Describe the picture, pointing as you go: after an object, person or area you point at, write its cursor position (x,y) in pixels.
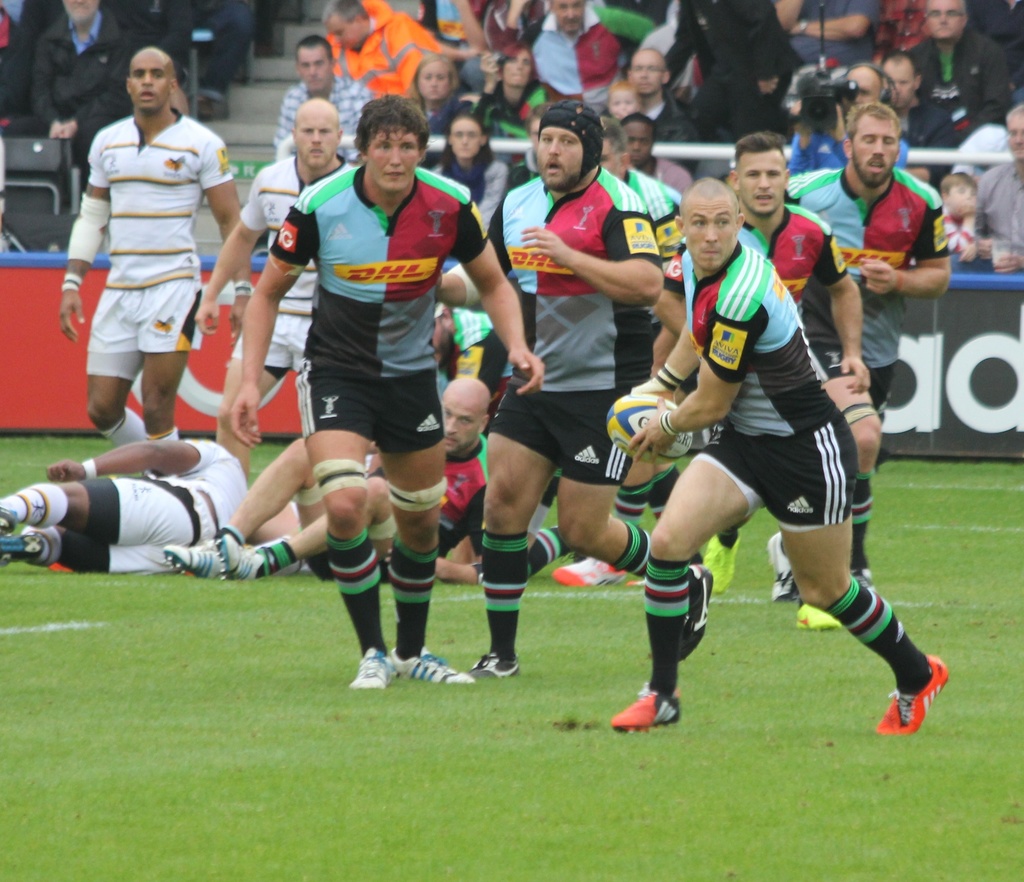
In this image I see few men (535,437) standing on the grass (978,659) and 2 men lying on the grass (134,716). In the background (18,46) I see lot of people (18,62).
